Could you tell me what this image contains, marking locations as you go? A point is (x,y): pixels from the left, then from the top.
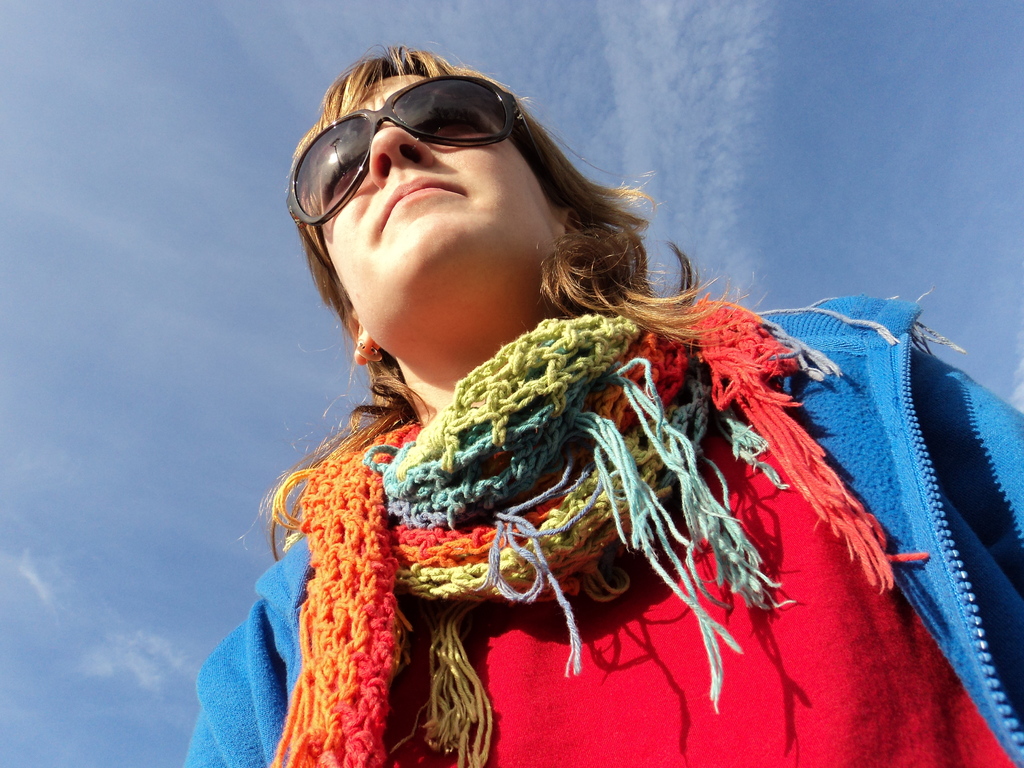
There is a picture of a woman (489,267) wearing goggles (352,145) in the middle of this image (599,479). There is a blue sky (698,86) in the background (244,329).
